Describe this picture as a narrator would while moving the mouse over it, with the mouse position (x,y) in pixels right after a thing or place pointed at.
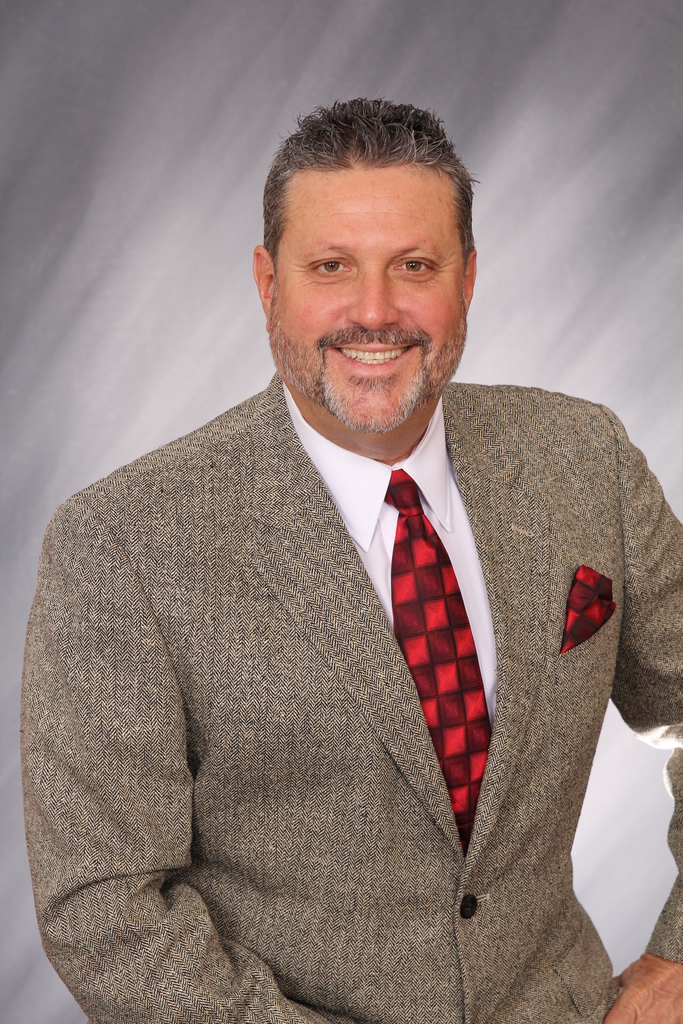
In this image I can see the person (318,509) with cream color blazer (162,622), white shirt (358,535) and the red color tie (392,587). And there is a ash color background (152,159).
